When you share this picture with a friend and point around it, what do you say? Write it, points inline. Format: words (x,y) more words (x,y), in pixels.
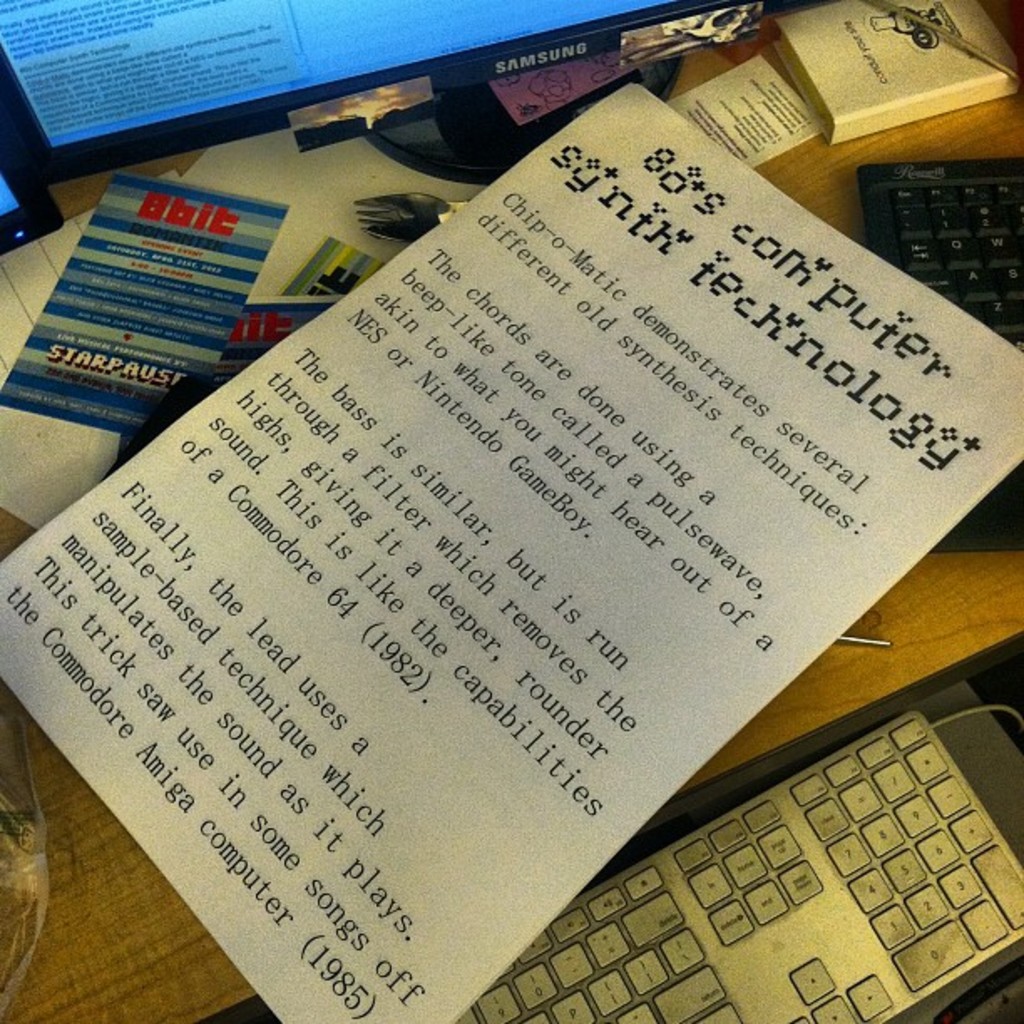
In this image we can see the table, on the table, we can see a paper (834,456) with text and there are keyboards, papers (766,110), books (867,35), system (200,55) with screen (150,87) and a few objects (367,216).
